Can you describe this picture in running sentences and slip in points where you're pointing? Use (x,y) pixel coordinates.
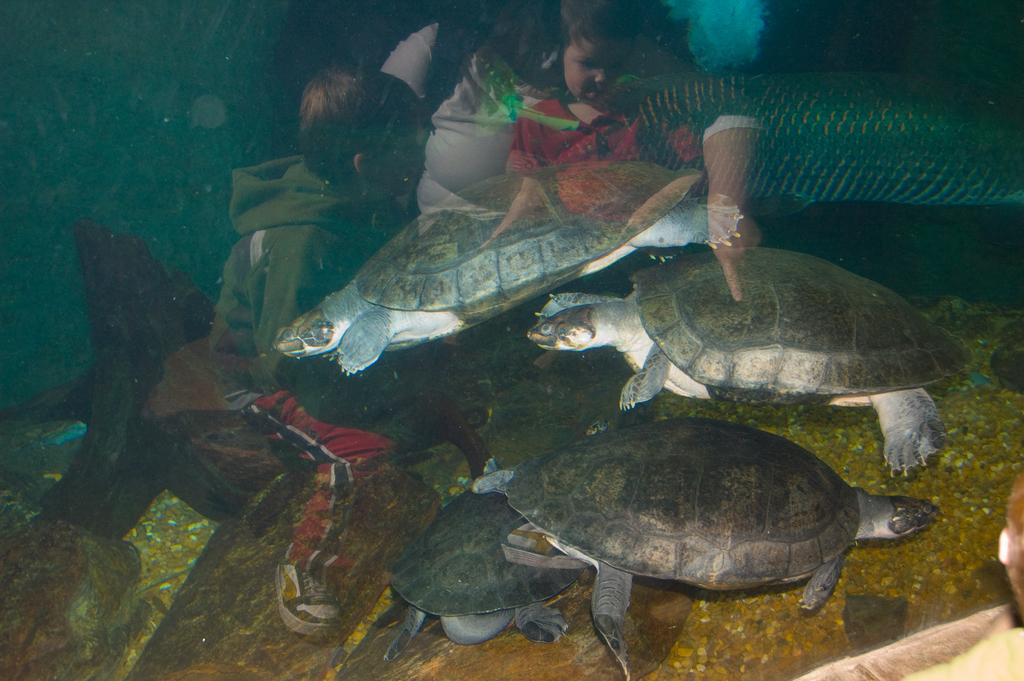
In this image I can see few turtles (836,305) in the water (553,406). I can also see few children (318,93) and one more person (520,58) in the centre of this image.
